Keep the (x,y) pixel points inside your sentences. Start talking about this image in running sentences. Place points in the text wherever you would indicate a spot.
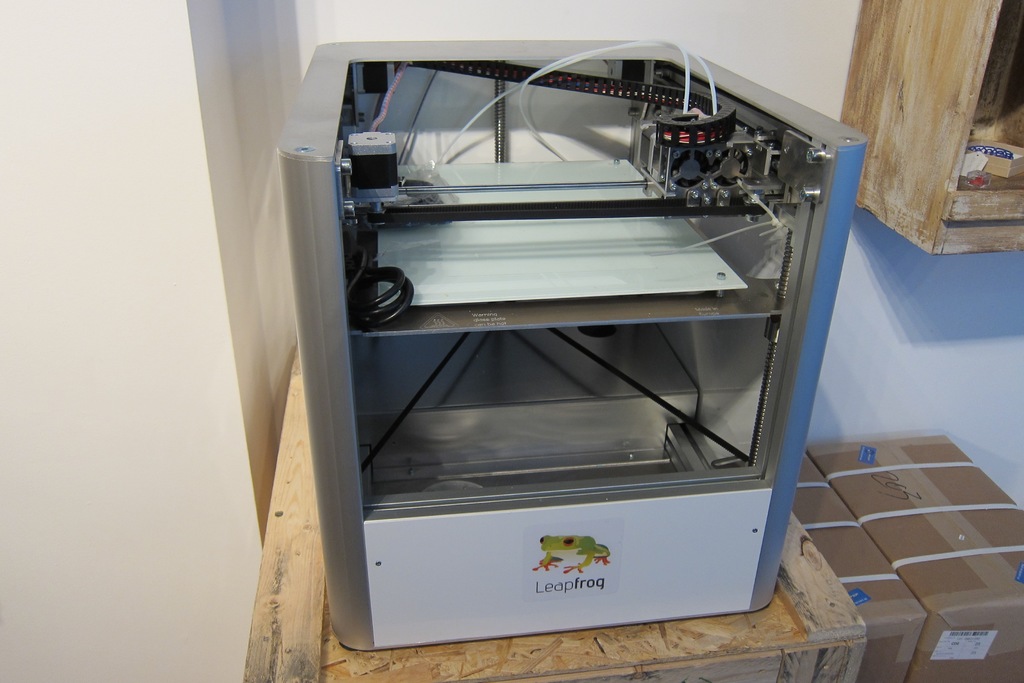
As we can see in the image there is a white color wall (826,92), cupboards (916,94), boxes (947,630) and an electrical equipment (341,293).
